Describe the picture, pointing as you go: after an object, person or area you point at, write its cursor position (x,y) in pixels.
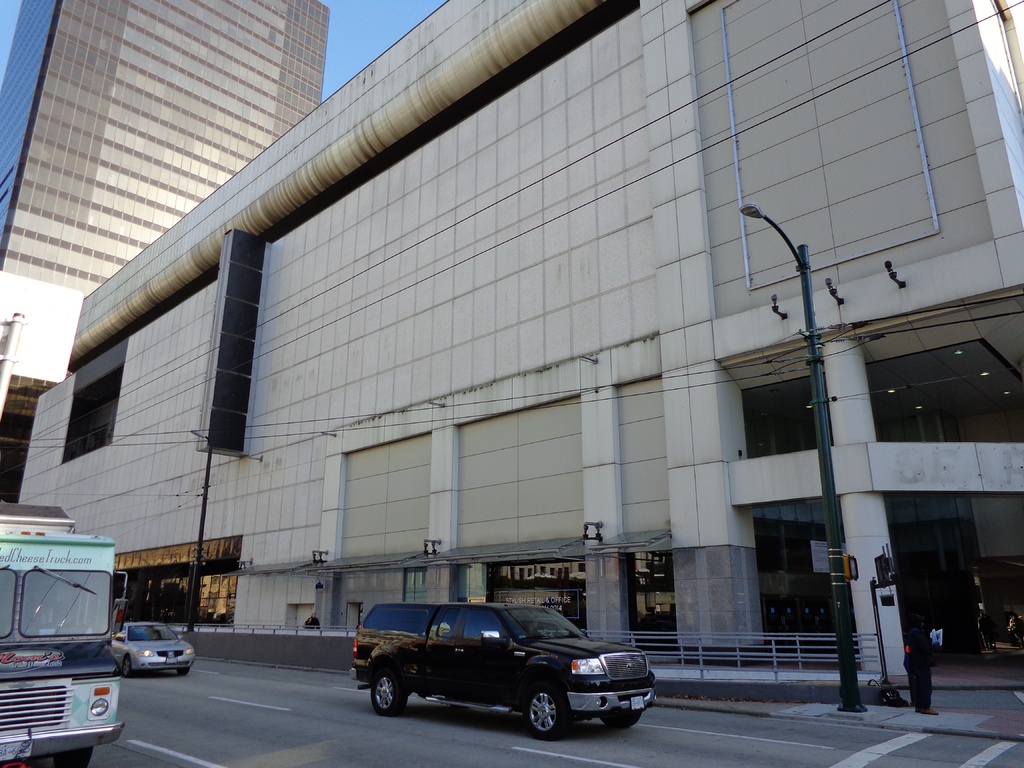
In this image I can see a car (442,660) which is black in color on the road (451,719) and few other vehicles (126,659) on the road (128,680). I can see a metal pole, a person (911,634) standing, the railing (748,643) and the building (546,344) which is white in color. In the background (230,89) I can see another building (186,127) and the sky (408,13).
